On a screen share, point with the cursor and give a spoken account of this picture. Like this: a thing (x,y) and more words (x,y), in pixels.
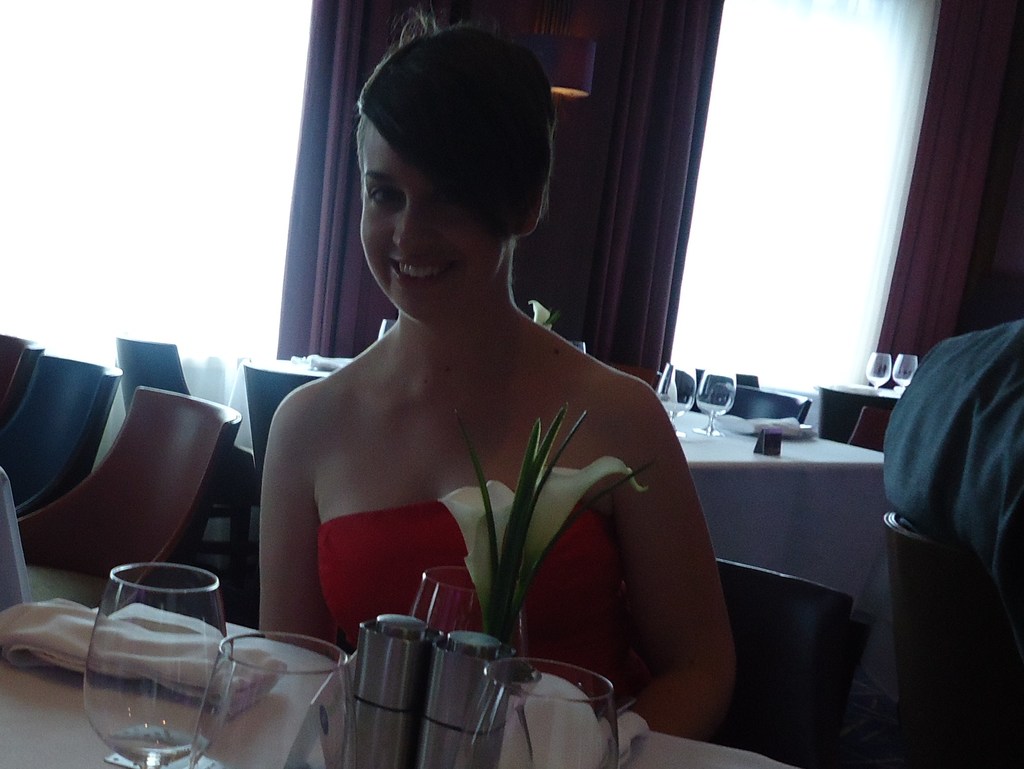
In the image we can see there is a woman (473,377) who is sitting on chair (773,691).
